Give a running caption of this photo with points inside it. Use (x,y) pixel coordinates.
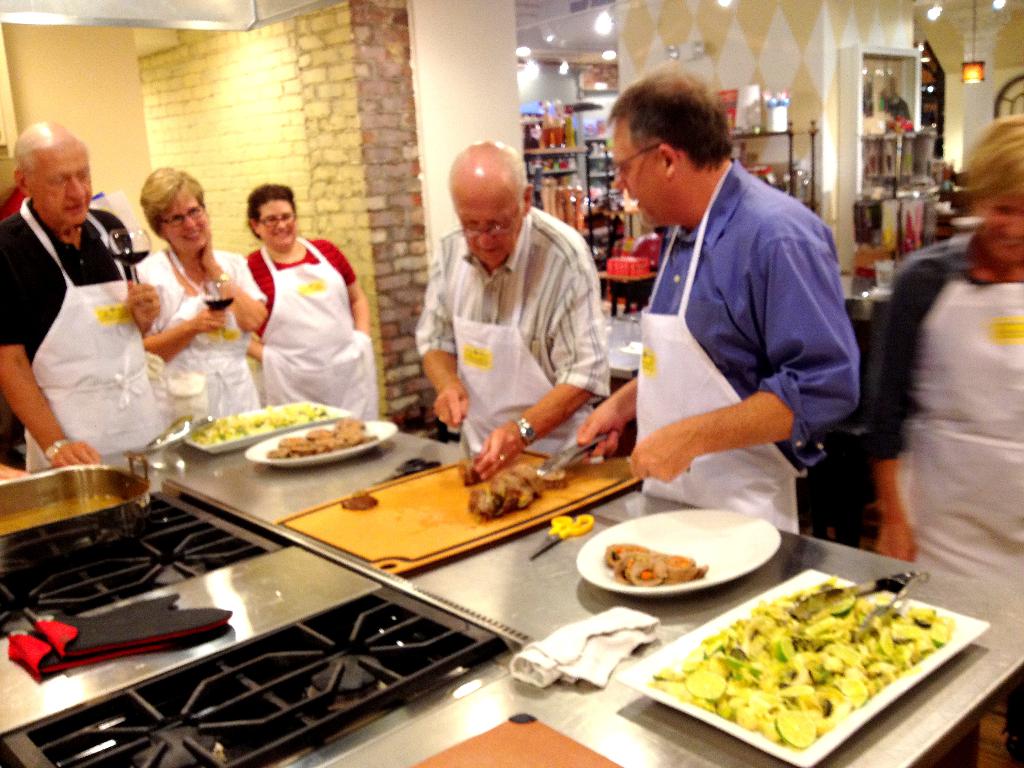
In the picture we can see inside view of the kitchen (1013,764) with a stove (319,575) and the desk (371,757) near it and we can see a man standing and slicing some meat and beside him we can see three people (23,263) are standing and watching it and in the background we can see some items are placed in the rack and to the ceiling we can see some lights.
